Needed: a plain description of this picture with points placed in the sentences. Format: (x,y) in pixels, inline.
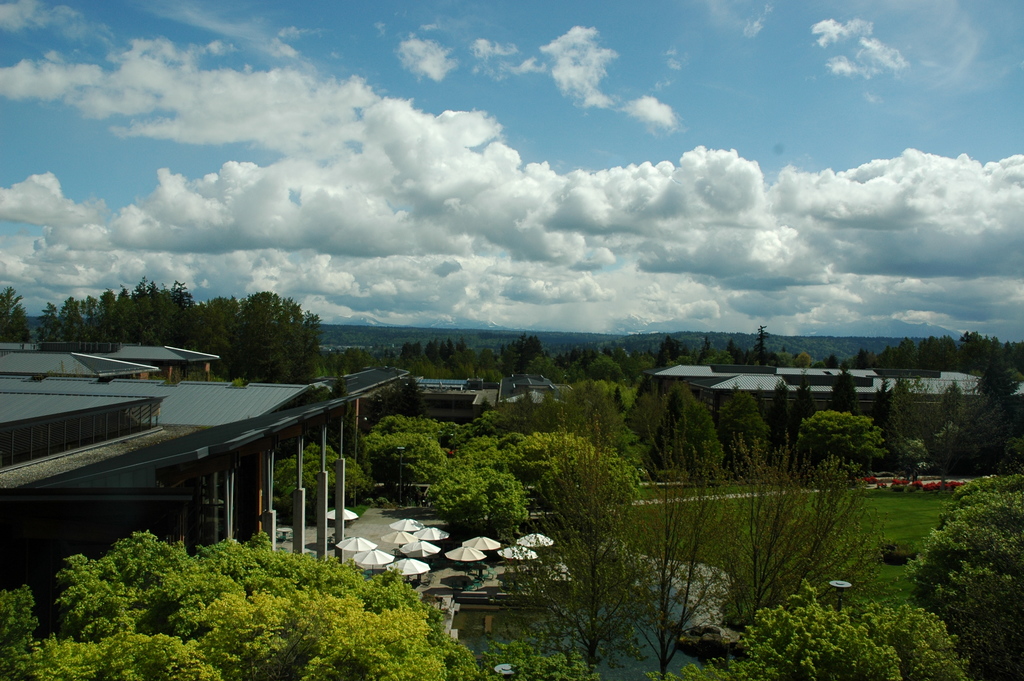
In this picture there are buildings (238,412) towards the left (50,532). Before it, there are umbrellas (520,549). At the bottom (399,587) there are trees (593,629) and water (483,651). In the background (611,345) there are buildings (944,390), trees (685,348) and a sky (486,290).
